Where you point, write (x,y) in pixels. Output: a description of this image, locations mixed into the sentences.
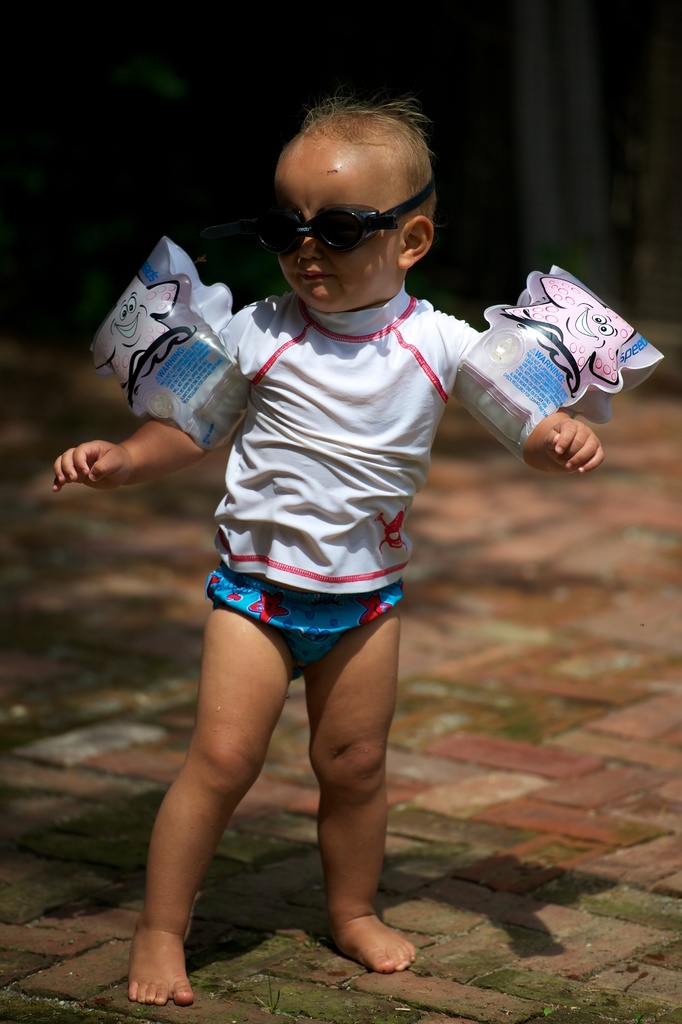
In this image there is a kid (340,824) standing on the floor (463,814). He is wearing goggles (292,231). Background (617,78) is blurry.
